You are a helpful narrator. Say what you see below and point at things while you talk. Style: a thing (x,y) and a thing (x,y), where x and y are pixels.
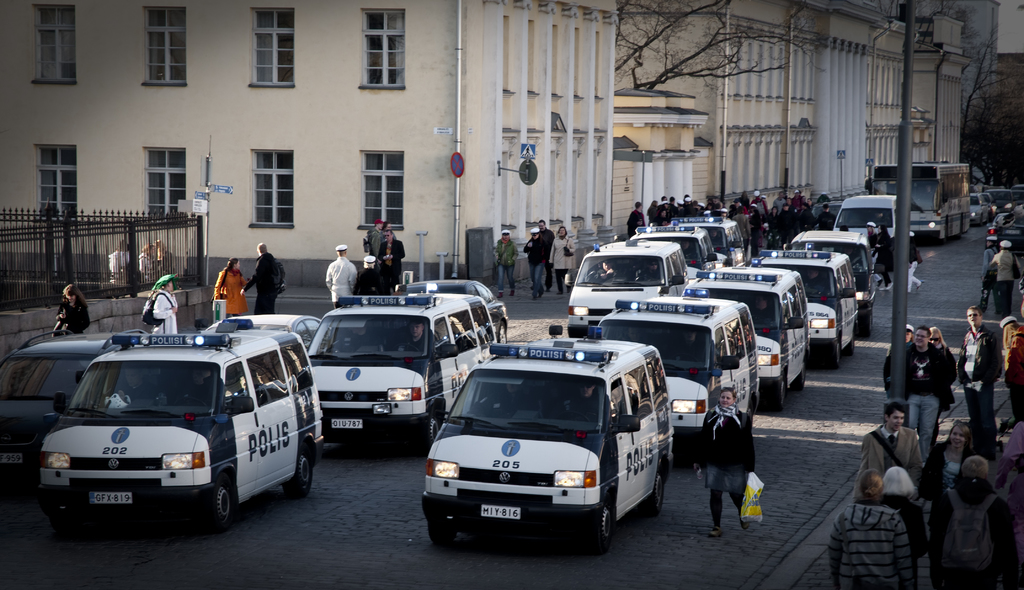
In this image we can see a group of vehicles (505,390). On the vehicles (803,239) we can see some text (670,227). Behind the vehicles (152,413) we can see buildings (634,37) and trees (771,39). There are a few boards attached to the building (458,44). On the left side (134,238) there is a fencing (59,270) on the wall (51,329). On the right side (900,512), we can see a group of persons (891,503) and a pole (906,336).
